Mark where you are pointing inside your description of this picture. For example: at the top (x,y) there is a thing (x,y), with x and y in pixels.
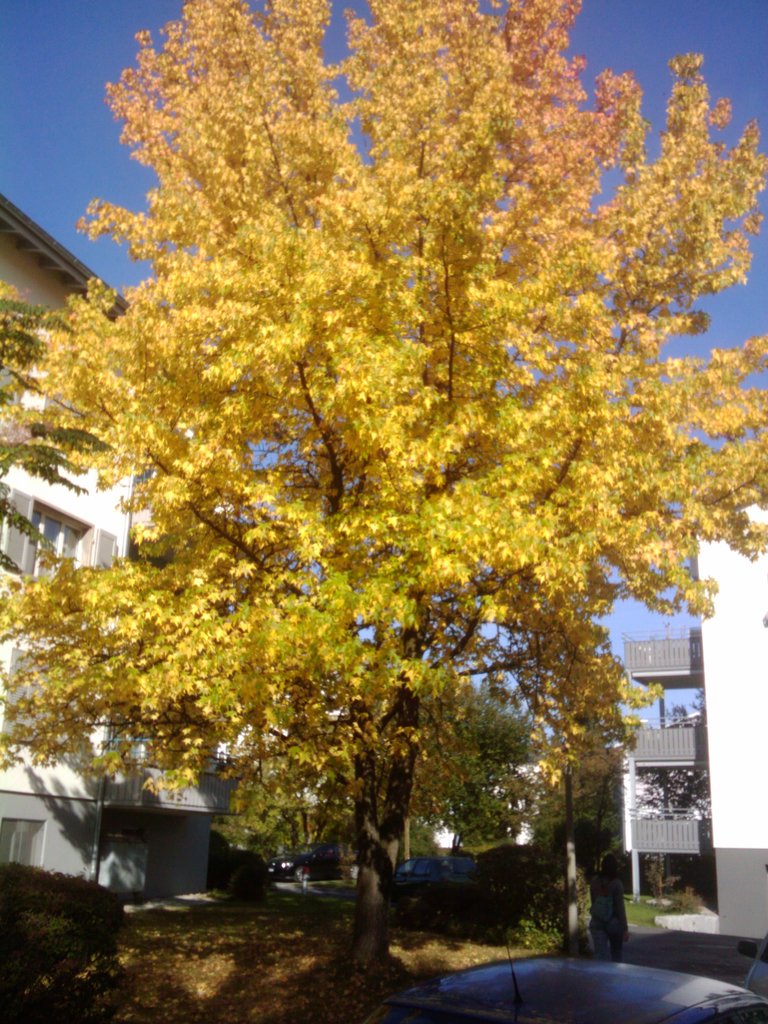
In this image I can see the tree (242,642) which is in yellow color. To the side of the tree (221,322) there are buildings (645,827) which are in white and grey color. In the back (130,275) I can see the blue sky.
